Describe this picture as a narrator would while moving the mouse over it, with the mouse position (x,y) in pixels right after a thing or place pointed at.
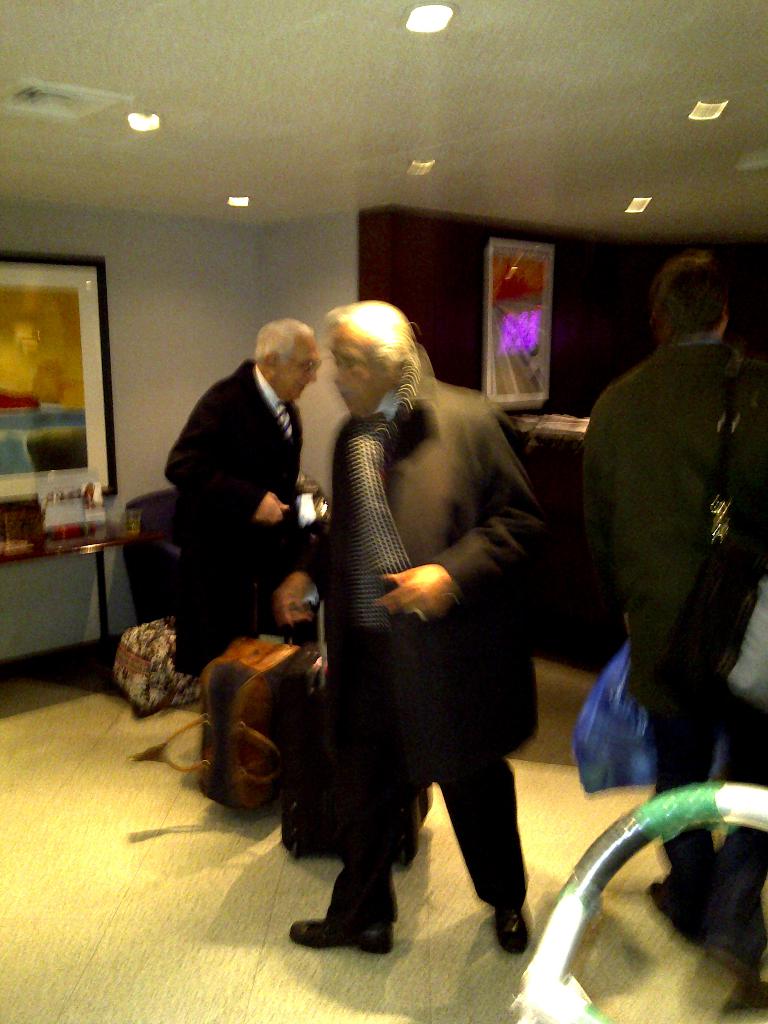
In this image we can see bags (147,648) on the floor (539,903), few persons (335,730) are standing and a man (385,667) is walking on the floor (423,891). In the background (307,223) there are frames (33,299) on the wall (369,267), objects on the table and lights (432,8) on the ceiling (102,169).
